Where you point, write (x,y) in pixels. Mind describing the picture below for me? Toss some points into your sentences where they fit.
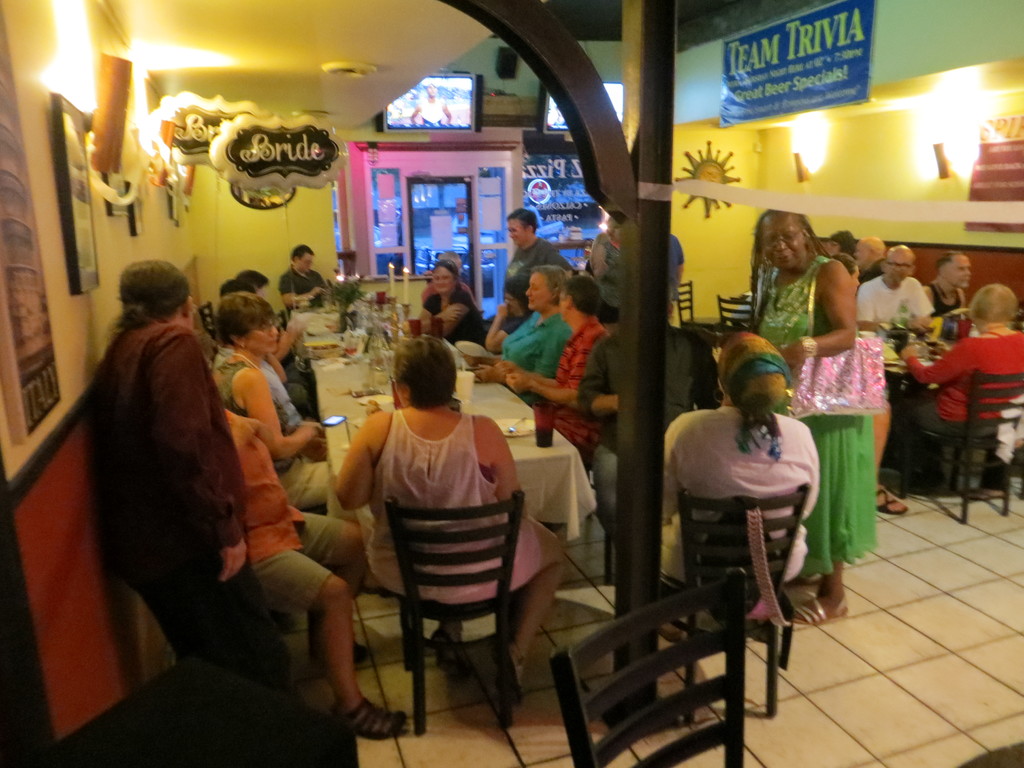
In this picture i could see many persons (497,542) sitting around dining table (355,377) and having the food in the background (262,152) i could see balloons (255,165) hanging.
